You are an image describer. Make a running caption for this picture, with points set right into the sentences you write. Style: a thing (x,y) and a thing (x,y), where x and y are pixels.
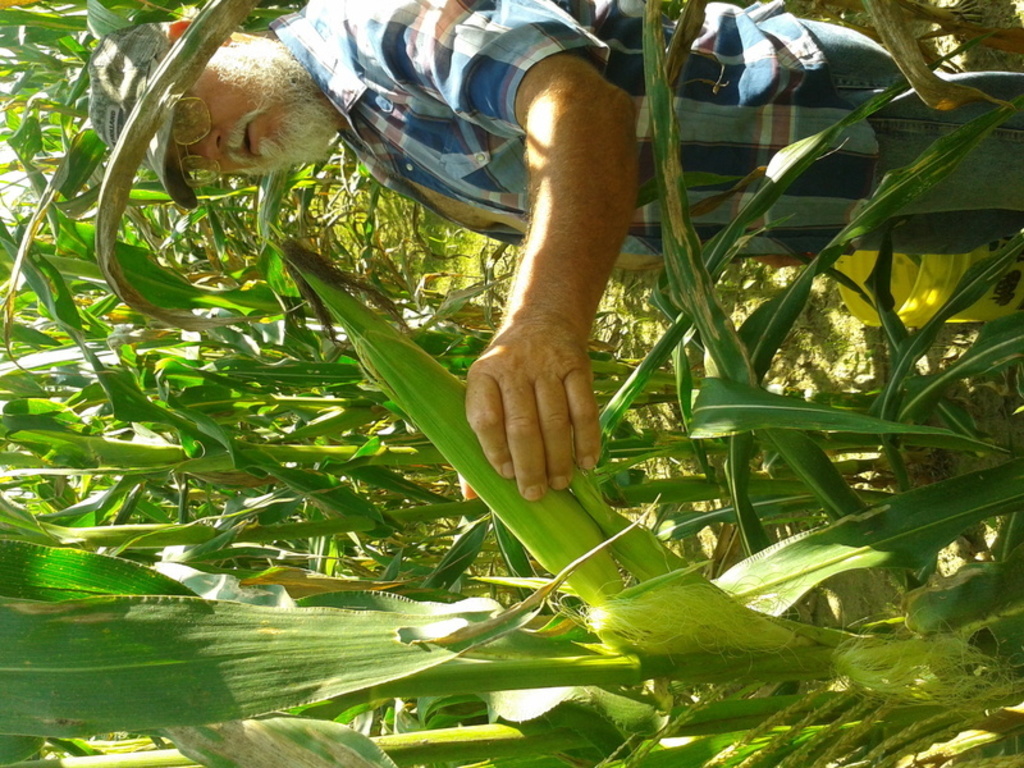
In this image, I can see a man (569,170) standing and holding maize (548,520). These are the plants (372,523).
